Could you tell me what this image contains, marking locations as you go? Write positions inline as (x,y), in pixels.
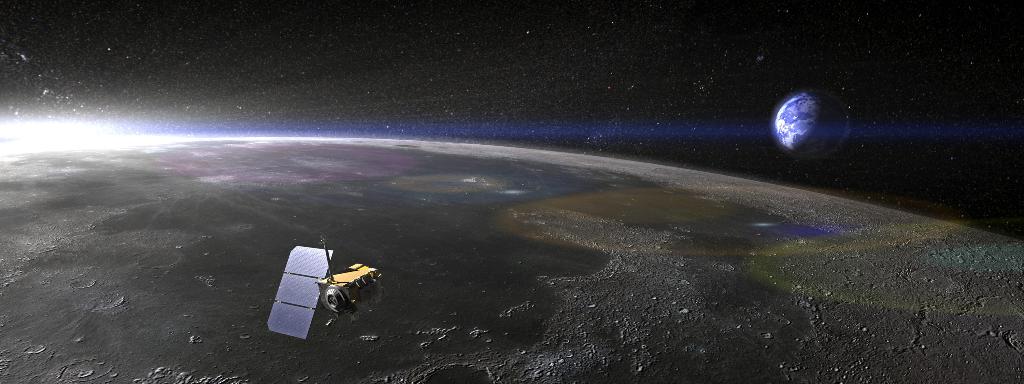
In this picture we can see the earth (822,128), moon (390,292) and a satellite (343,295) into space (395,129). There is a dark background (652,82).
